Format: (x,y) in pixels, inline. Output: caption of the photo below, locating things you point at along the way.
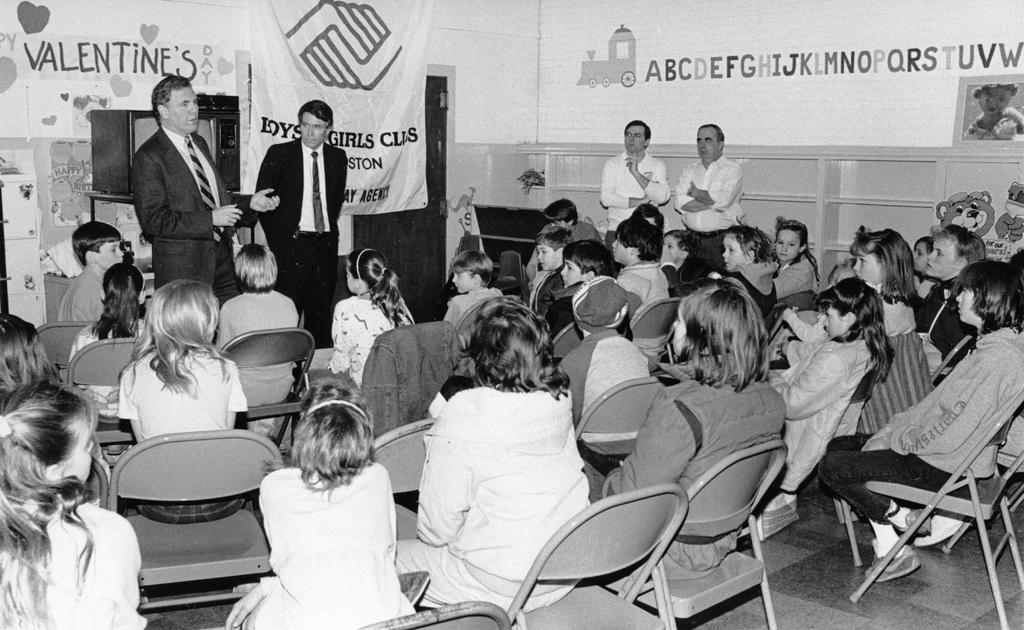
In this image I can see a group of people (311,445) are sitting on the chairs (601,540) and four persons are standing on the floor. In the background (134,30) I can see a wall (469,87), poster (371,80), wall painting (1007,118) and a text (918,57). This image is taken may be in a hall (664,159).
